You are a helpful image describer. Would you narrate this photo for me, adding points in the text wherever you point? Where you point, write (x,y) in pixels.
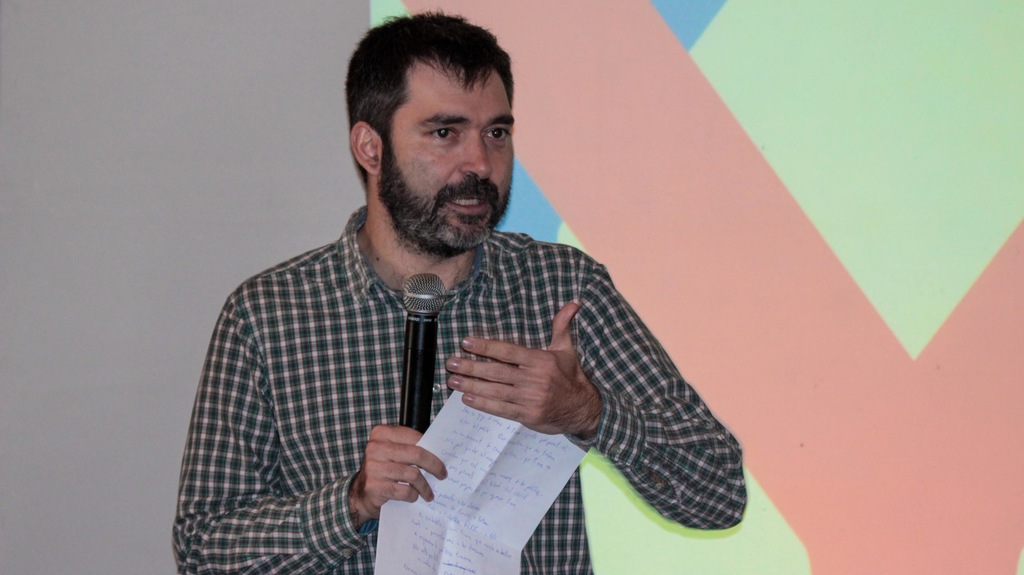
In this image i can see a man (393,355) is standing and holding a microphone (420,374) and a piece of paper (478,494) in his hand (389,468). He is wearing a shirt (277,395).
